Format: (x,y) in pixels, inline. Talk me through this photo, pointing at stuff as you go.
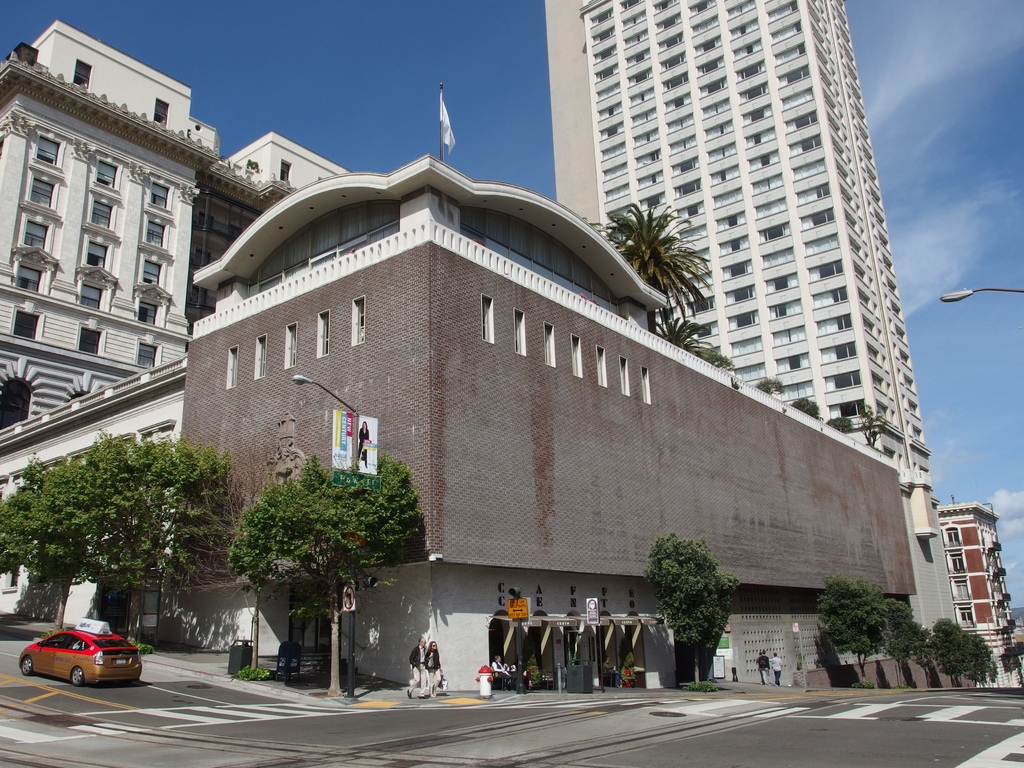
We can see car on the road (452,724). There are two people (413,659) walking and we can see trees (34,549) and buildings (486,629). Right side of the image (1001,287) we can see light (982,288). Background (415,28) we can see sky (947,145).
